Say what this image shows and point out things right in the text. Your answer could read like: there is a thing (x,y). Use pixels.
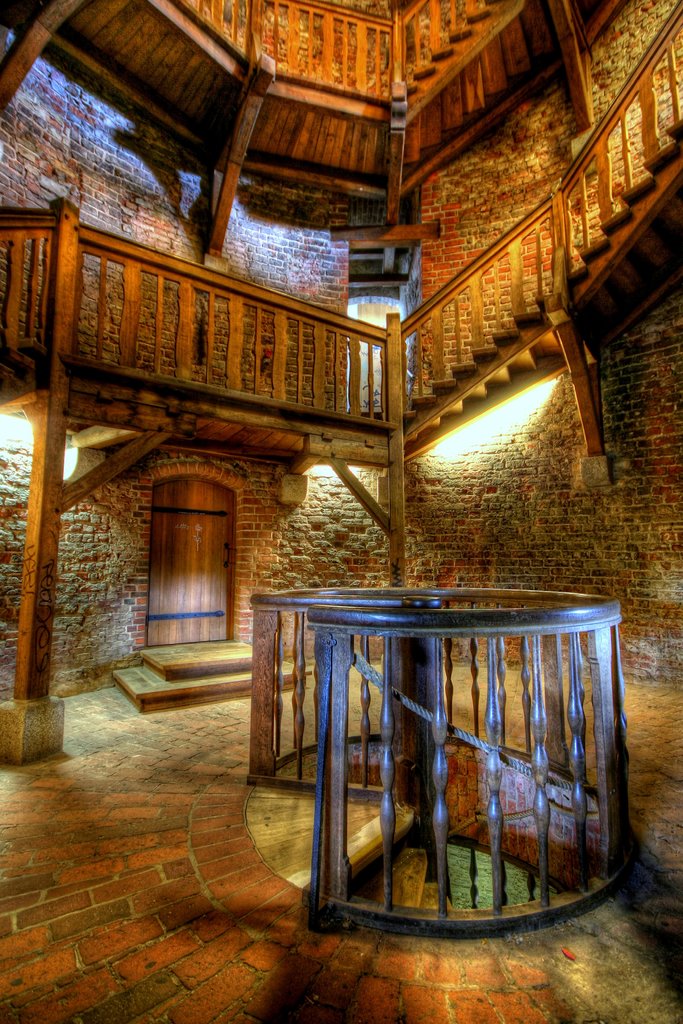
In this picture I can see inner view of a building (163,320) and I can see a wooden door (174,607), few lights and I can see wooden stairs (538,32) and a brick wall (453,434).
